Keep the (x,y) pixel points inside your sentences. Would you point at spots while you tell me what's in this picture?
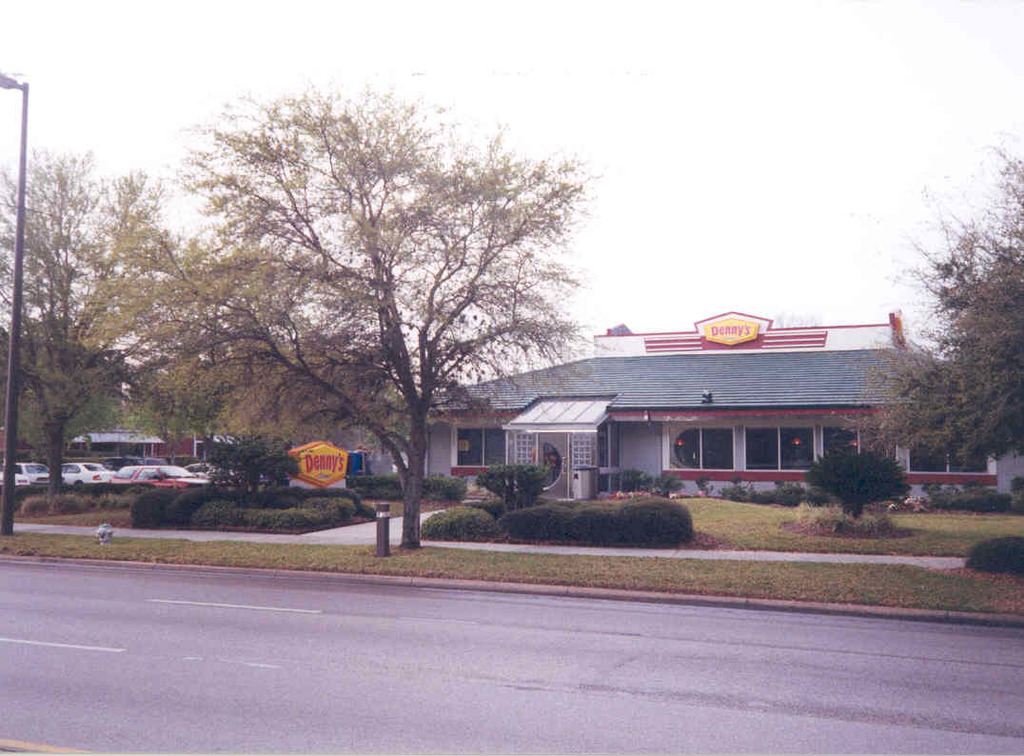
In this image, we can see few trees (1004,402), plants (1012,540), houses (445,457), vehicles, grass (256,549), poles (389,523), road (305,660). Background (950,245) there is a sky (741,206).
